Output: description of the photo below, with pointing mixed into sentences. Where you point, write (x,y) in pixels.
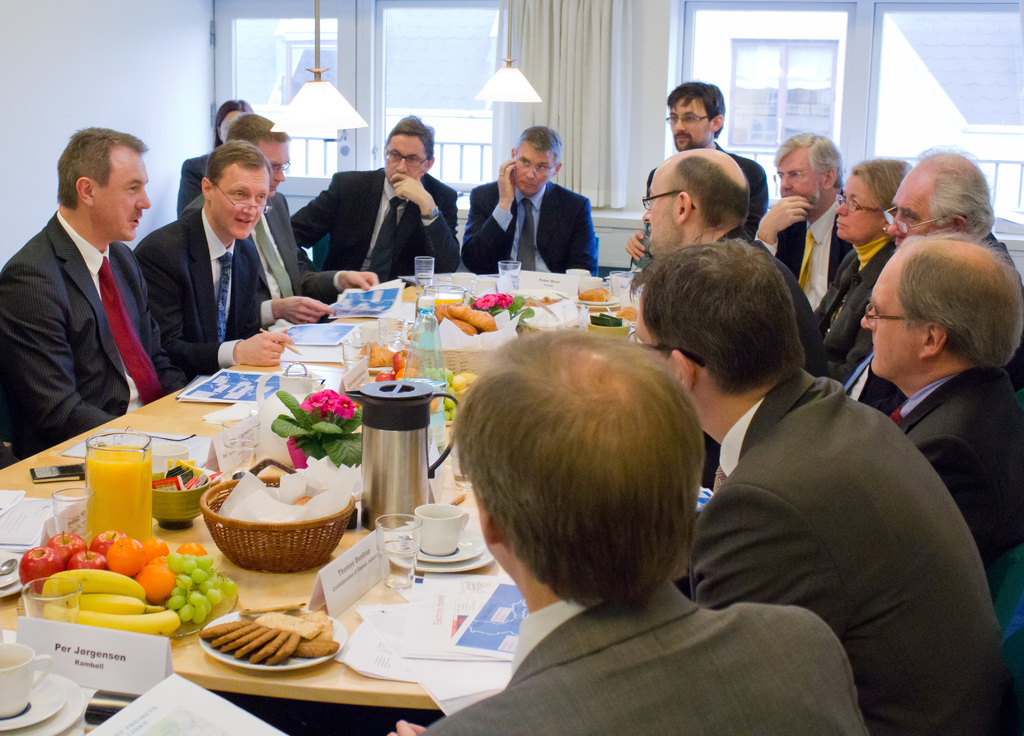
In this image there are a few people (279,242) sitting on their chairs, in front of them there is a table (214,400) with so many food items (297,501), juice (94,507), glasses (398,345), plates (194,624), cups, spoons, fruits (110,552), flask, papers (33,511), flower vase (344,410) and other objects (559,282) placed on top of it. In the background (254,60) there is a wall (144,124) and windows (956,86) with curtains (587,112), through the glass window (243,73) we can see there is a building (968,112) and there are two lamps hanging from the ceiling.
